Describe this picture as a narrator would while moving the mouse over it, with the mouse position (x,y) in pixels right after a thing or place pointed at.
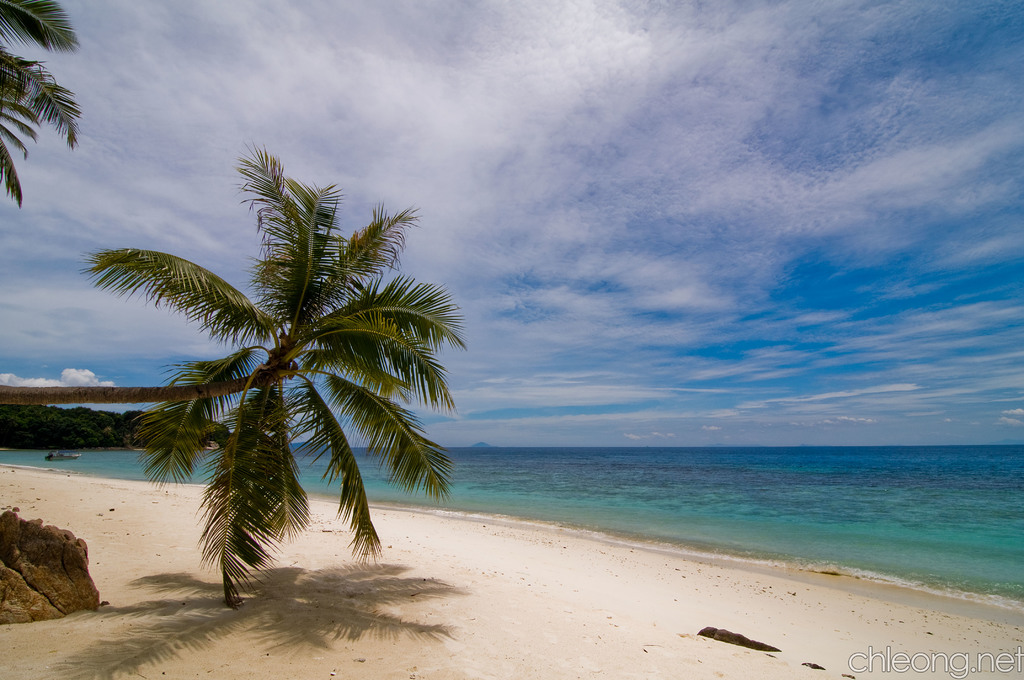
In this image there is a seashore (869,632), in the background (959,467) there is a sea (959,467) and the sky (649,313), on the left (14,572) there is a rock (23,561) and trees (292,375), in the bottom right (908,667) there is a text (997,654).
